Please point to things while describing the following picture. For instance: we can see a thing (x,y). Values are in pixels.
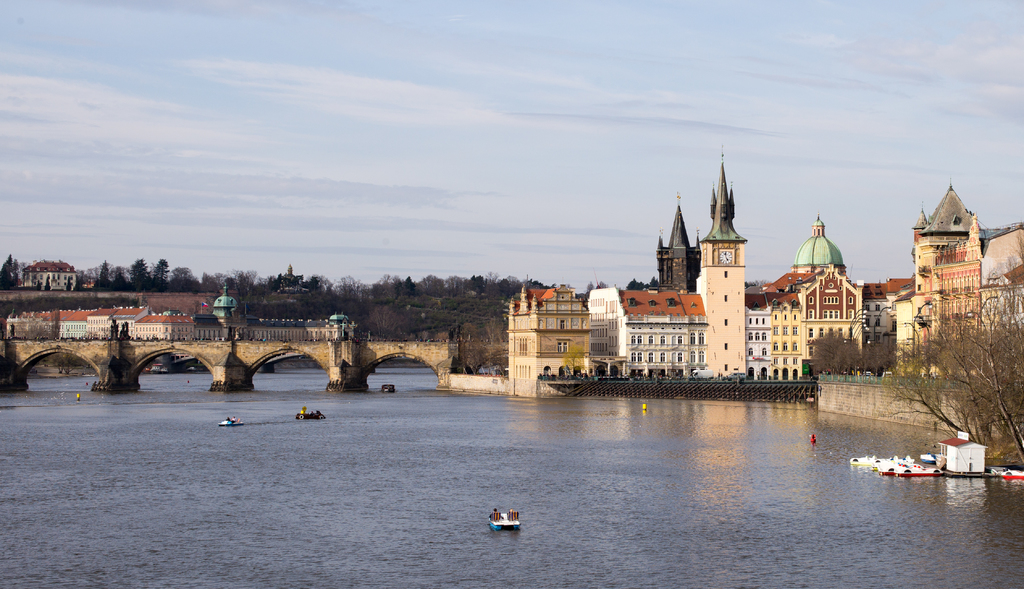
In this image we can see there are few boats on the river (418,497), buildings (720,343), trees (900,363), bridge (228,343) and the sky (297,187).
